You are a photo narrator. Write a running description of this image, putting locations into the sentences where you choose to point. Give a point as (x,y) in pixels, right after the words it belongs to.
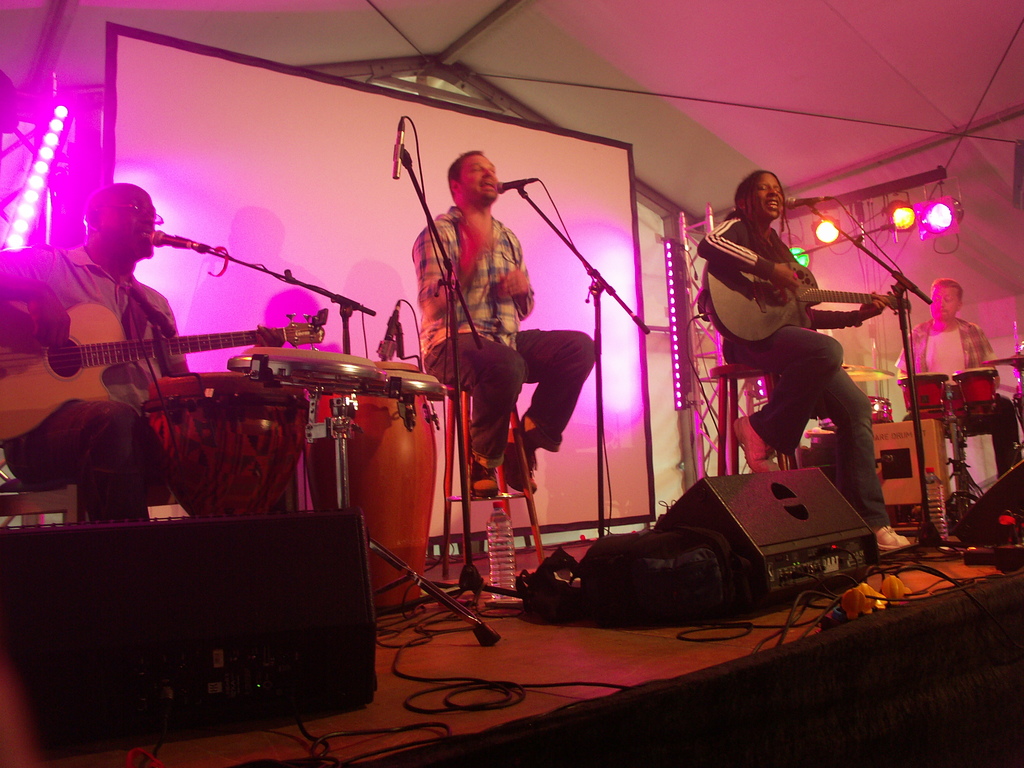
in this picture we can see person (482,313) sitting singing songs in micro phone (596,323) which is present in front of them, two persons (84,448) are playing guitar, we can also see persons (985,353) playing drums (971,396), we can also see cables (476,686).
